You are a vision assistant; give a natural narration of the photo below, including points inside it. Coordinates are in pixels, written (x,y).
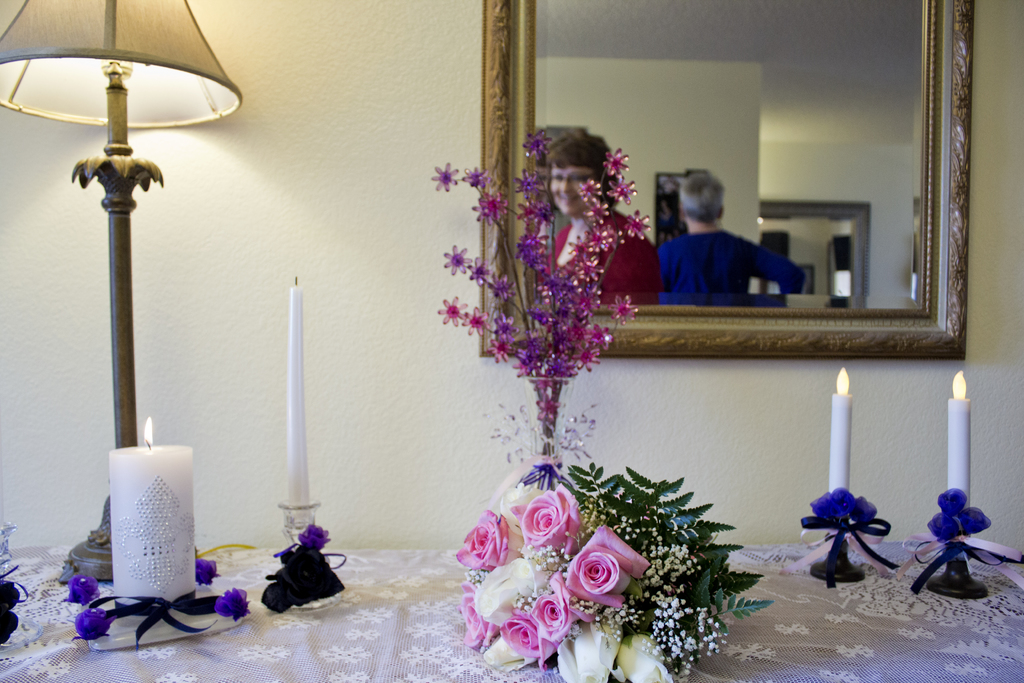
In this image I can see a table (382,660) on which we can see candles (302,468), flower bouquet (484,552) also there is a mirror (588,55) on the wall (372,226) with reflection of people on it.
